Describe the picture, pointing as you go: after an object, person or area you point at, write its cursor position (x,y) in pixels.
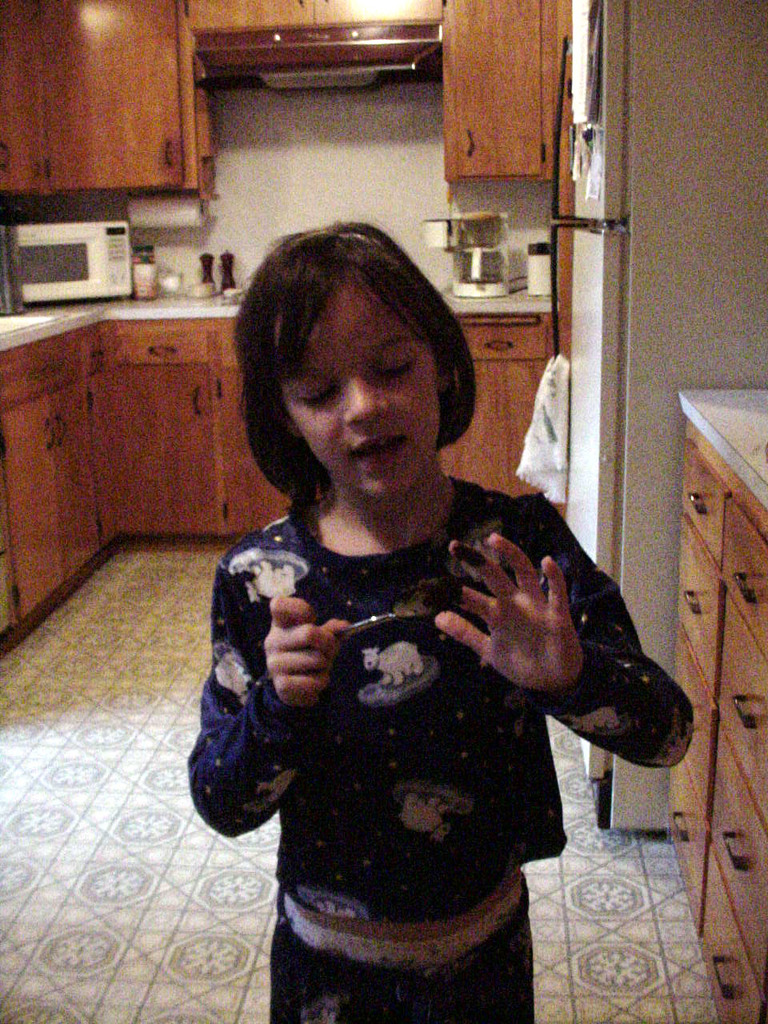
In the foreground (365,882) I can see a girl (530,936) is holding a spoon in hand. In the background (94,338) I can see a kitchen cabinet (73,355) on which there are glasses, bowls (171,280), machine (492,263) and a oven (61,236). On the top (557,250) I can see shelves (90,111) and a fridge (622,246). This image is taken in a kitchen room (100,828).
